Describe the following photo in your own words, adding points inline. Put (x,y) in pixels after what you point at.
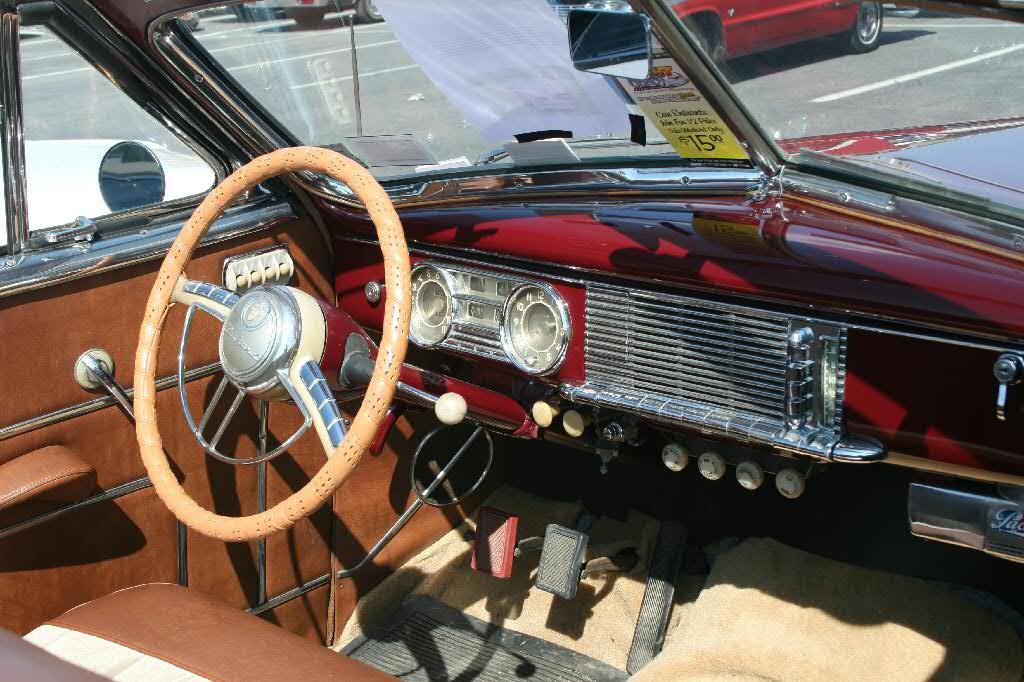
In this image we can see the inner view (458,380) of a motor vehicle (416,405). In the background (347,72) there are motor vehicles (863,36) on the road (897,115).
